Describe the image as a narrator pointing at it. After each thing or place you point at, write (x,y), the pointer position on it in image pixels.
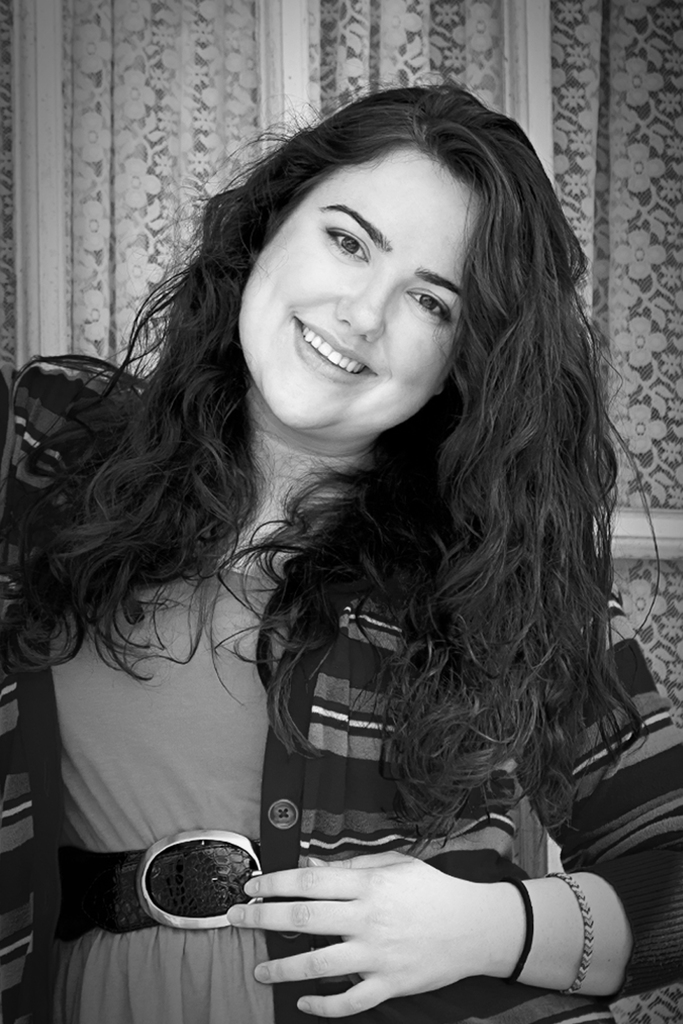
In this image we can see a lady (419,611) standing and smiling. In the background (575,83) there is a curtain (588,194).
